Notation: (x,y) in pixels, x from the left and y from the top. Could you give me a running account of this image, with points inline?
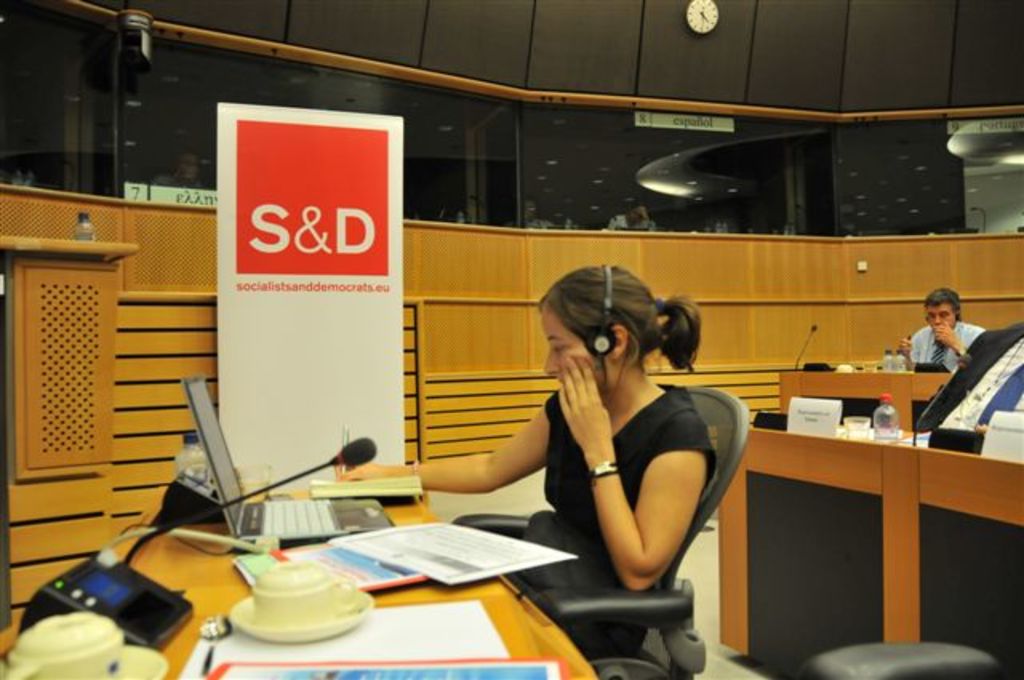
In this image we can see a lady (610,510) wearing headphones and sitting on a chair (584,598). In front of her there is a table (194,574) on which there is a laptop (301,528), books (307,559) and other objects (327,573). In the background of the image (935,273) there is a wooden wall (488,249). There is a banner (273,287) with some text (260,287). There is a clock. To the right side of the image (951,295) there is a person (967,398) and there is a table (854,404) with bottles (898,351) and mic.
